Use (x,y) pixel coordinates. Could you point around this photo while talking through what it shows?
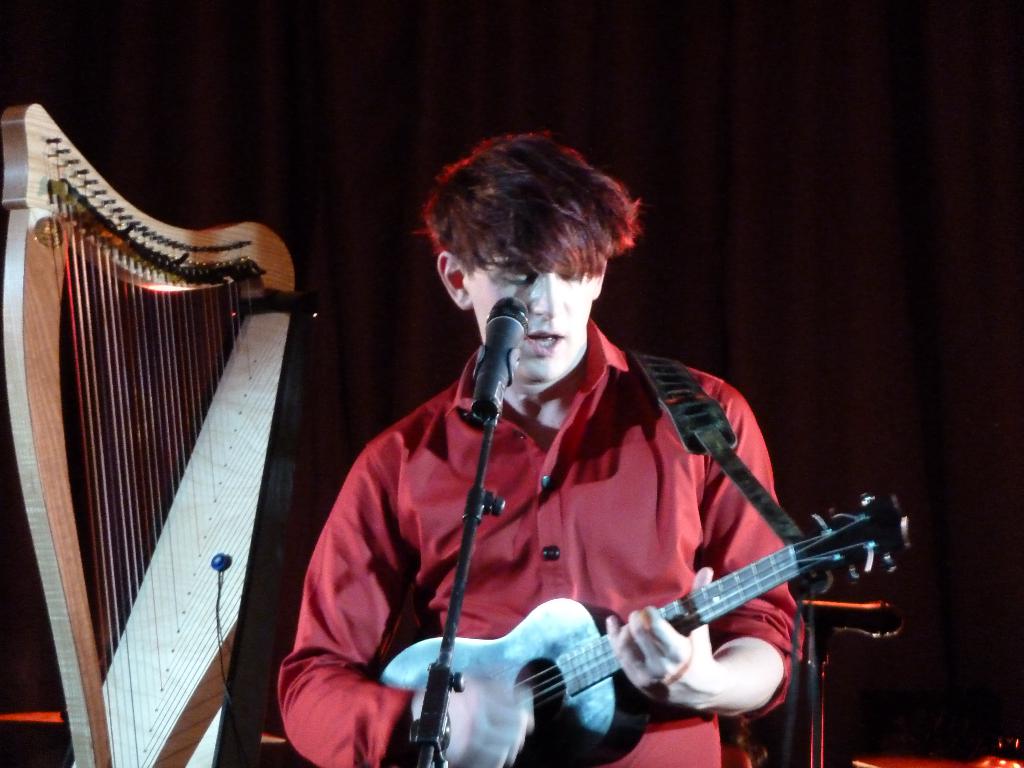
In this image I can see a man (626,640) is playing a guitar (589,638) in front of a microphone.
